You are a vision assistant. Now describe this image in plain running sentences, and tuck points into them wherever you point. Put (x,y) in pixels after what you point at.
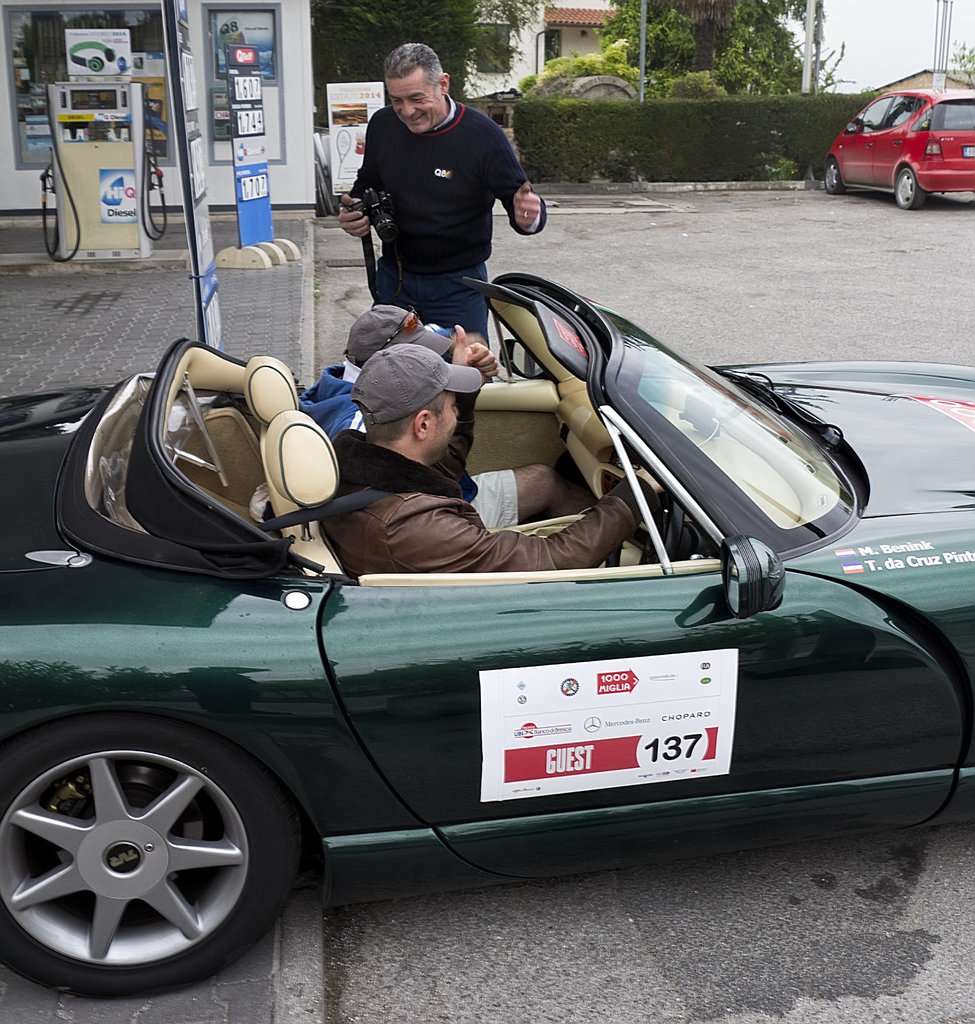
In this picture we can see three people (424,386), two are seated in the car (554,454), and one person (395,197) is holding camera (386,197) in his hand (348,203), they are all in the gas station (211,101), in the background (198,285) we can see a hoarding (343,110), car (860,153), couple of trees (664,54), poles (643,65) and buildings (521,54).
